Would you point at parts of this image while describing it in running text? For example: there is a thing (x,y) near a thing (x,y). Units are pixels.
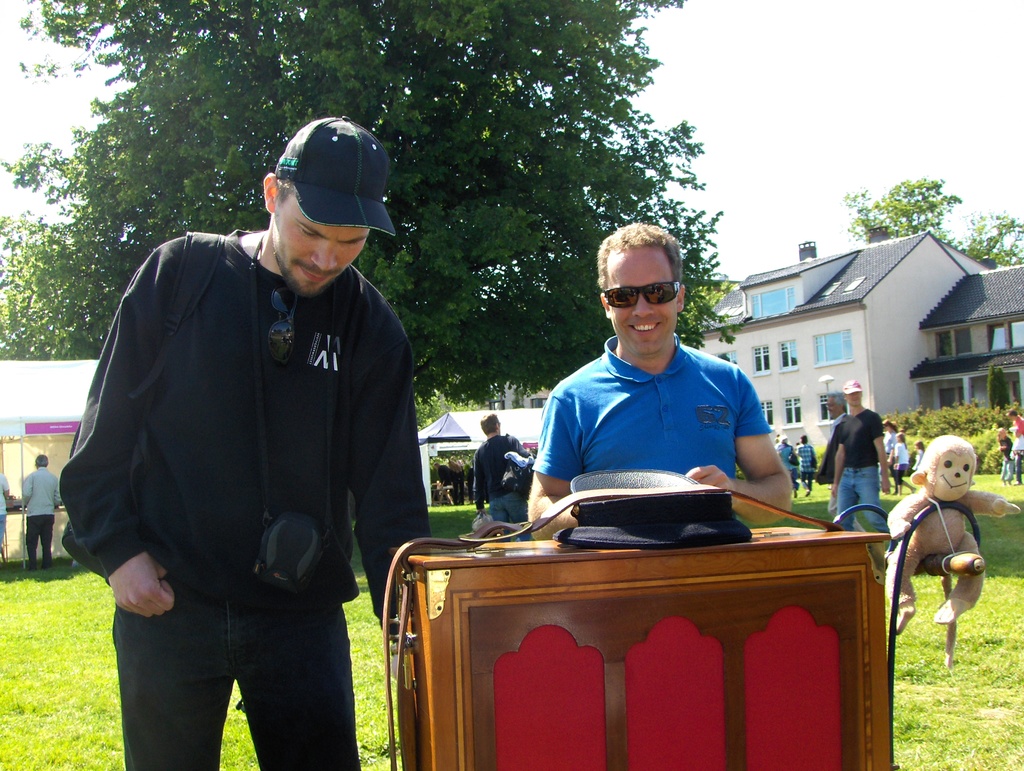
In this picture there are two men (653,405) in the center of the image (396,466), in front of a wooden desk (723,747) and there are other people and stalls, on the grassland (456,506) in the background area of the image (805,465) and there is a toy (915,555) on the right side of the image (922,476), there is a house (869,272) and trees (710,277) in the background area of the image (843,276).
